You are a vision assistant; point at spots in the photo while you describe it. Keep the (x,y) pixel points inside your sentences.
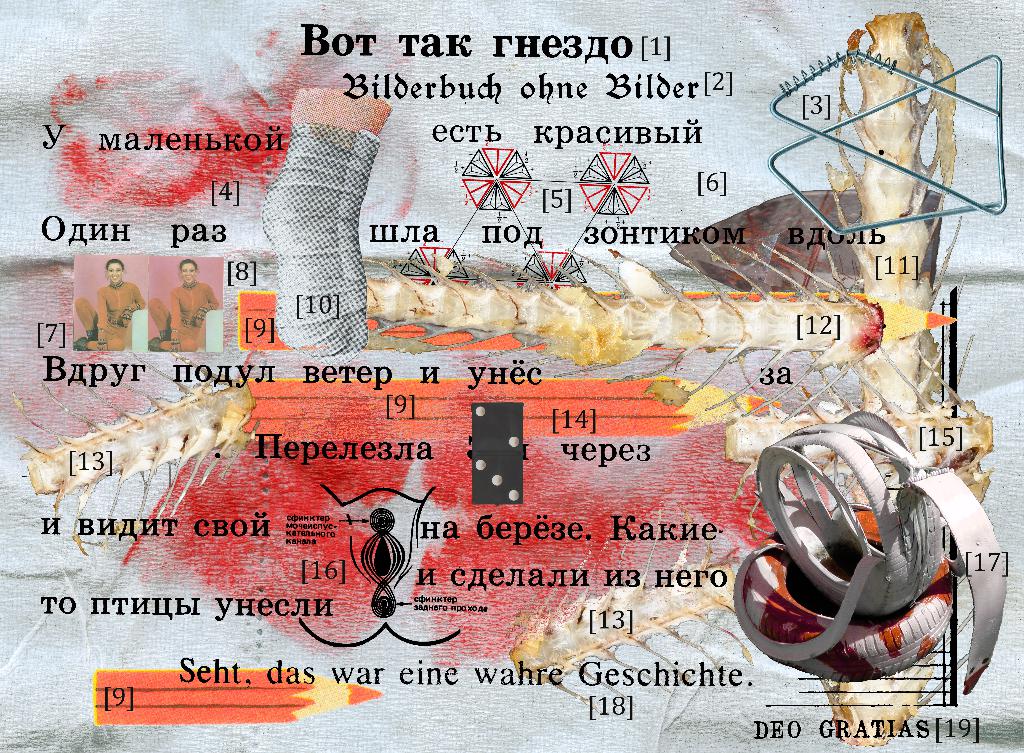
In this picture there is a poster (393,331). On the left (209,303) there are some photos (158,340) of a person (186,303) were attached on the poster (110,290). In the bottom right (913,695) I can see some designed objects (836,541).
